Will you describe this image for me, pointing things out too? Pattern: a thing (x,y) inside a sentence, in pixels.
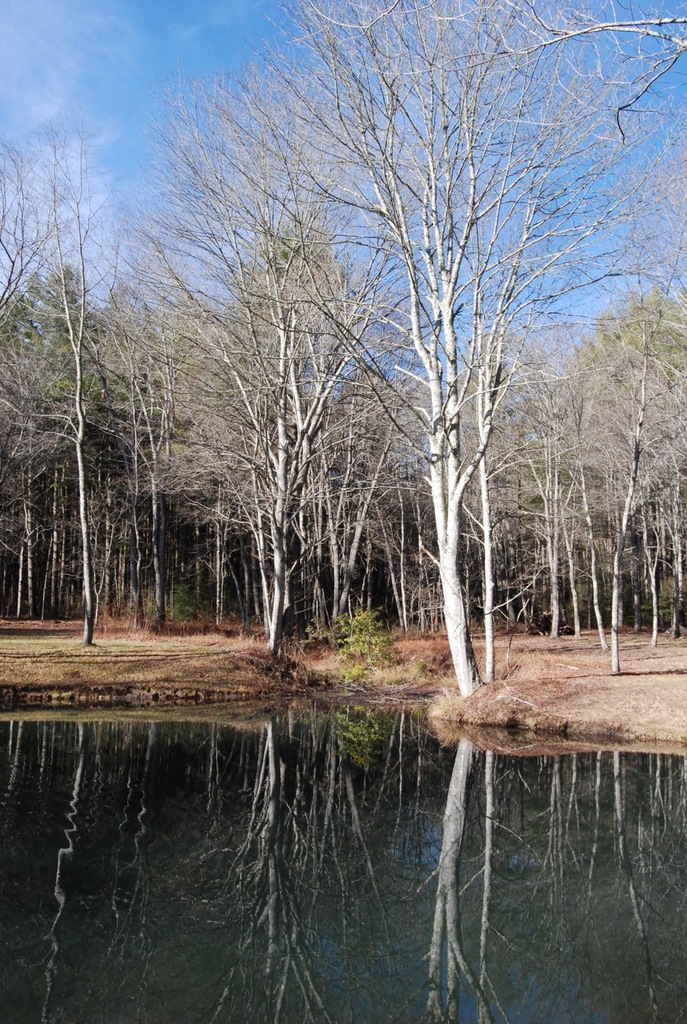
In this image I can see water (295,923) in the front (382,952) and in the background (649,342) I can see number of trees (252,390), clouds (52,62) and the sky (446,248). I can also see reflection (369,766) of trees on the water (403,845).
